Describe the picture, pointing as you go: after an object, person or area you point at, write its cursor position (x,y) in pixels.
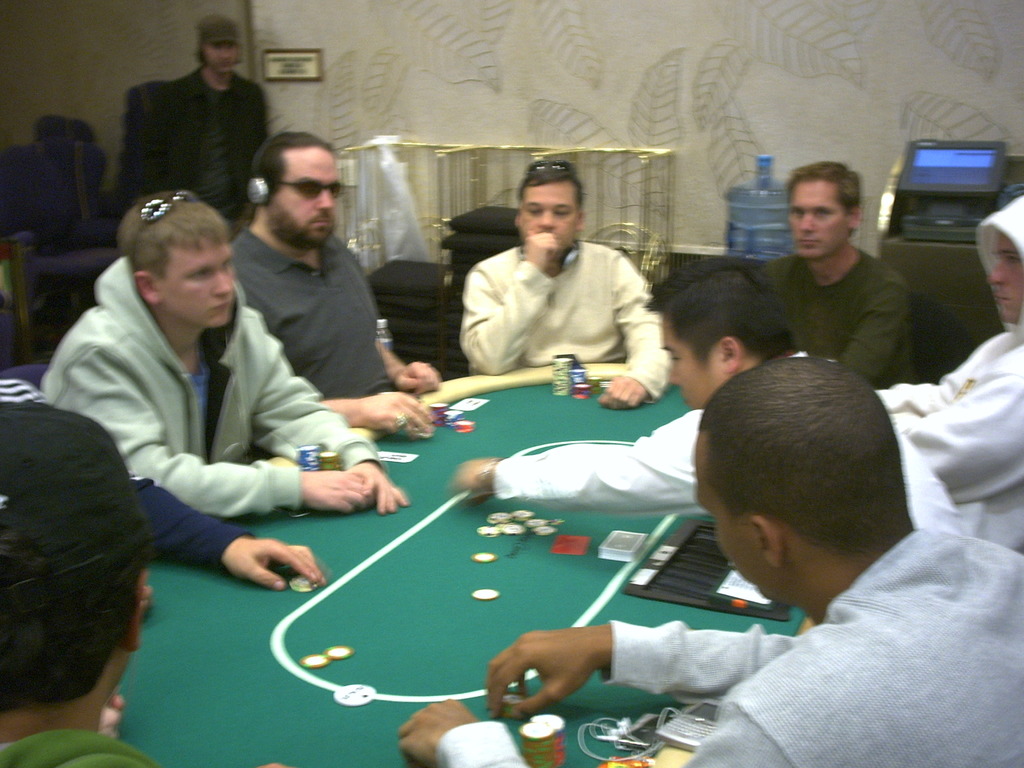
There is a board (318,79) over a decorative wall (723,51). This is a water can (736,191). We can see all the persons (701,373) sitting on chairs (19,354) in front of a table (390,675) and playing a game and on the table (400,696) we can see chip tray (701,593), coins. Here we can see one person (253,124) standing and wearing a cap (218,24). These are empty chairs (83,212).
